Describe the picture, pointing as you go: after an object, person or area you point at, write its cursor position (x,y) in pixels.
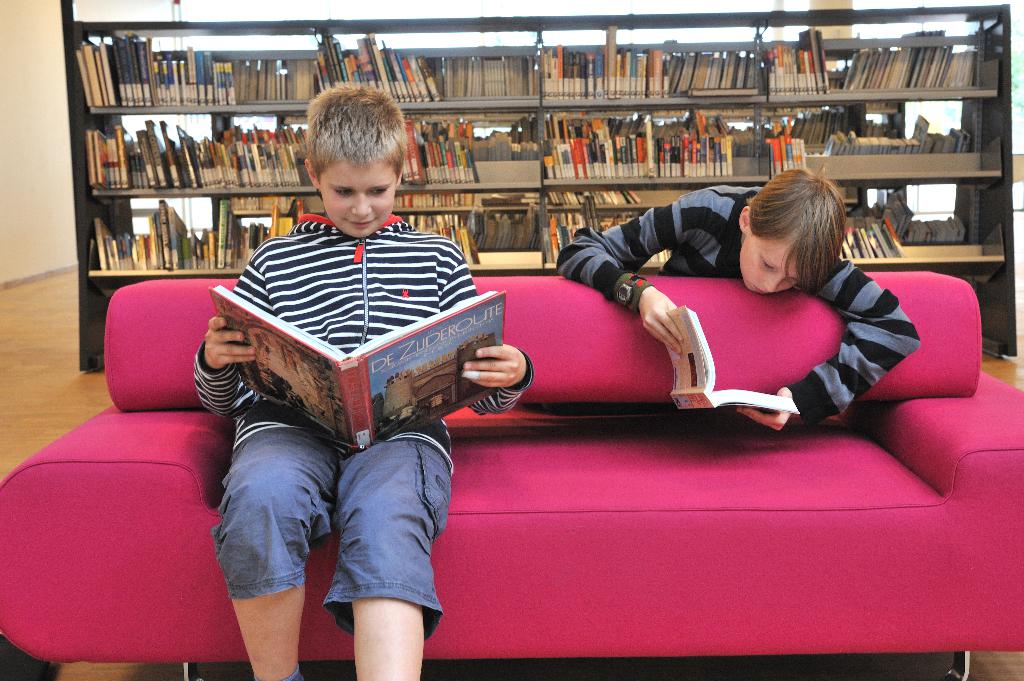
Here there was a couch (590,353) and here there are two persons (429,303) one of the person (351,309) the left side person (354,315) he is reading book (377,386), as well the right person (706,243) he is also reading book (704,378) but he is standing back of the couch (705,318). And around them there are several objects (644,164). Coming to the background (362,75) here there was big shelf (641,98) with full of books (642,150).
